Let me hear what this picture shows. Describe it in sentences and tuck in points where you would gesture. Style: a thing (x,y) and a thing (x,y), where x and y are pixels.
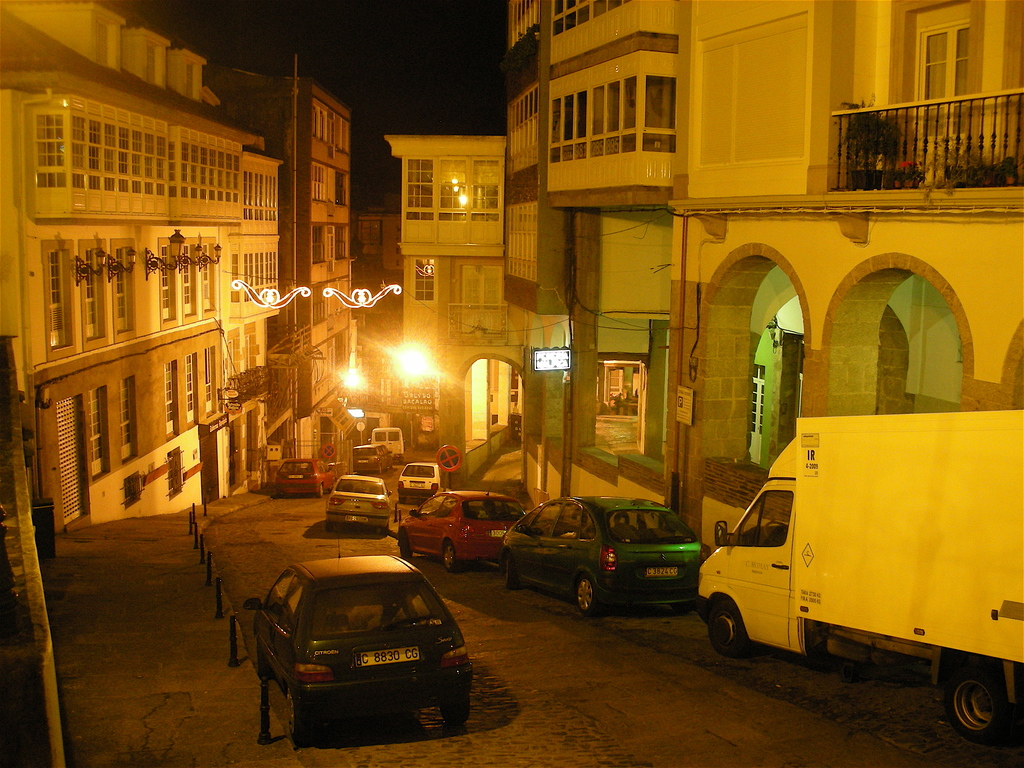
In this image we can see a few buildings (190,240), there are some vehicles (375,581), windows (159,249), poles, grille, potted plants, lights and boards (539,357) with some text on it.
